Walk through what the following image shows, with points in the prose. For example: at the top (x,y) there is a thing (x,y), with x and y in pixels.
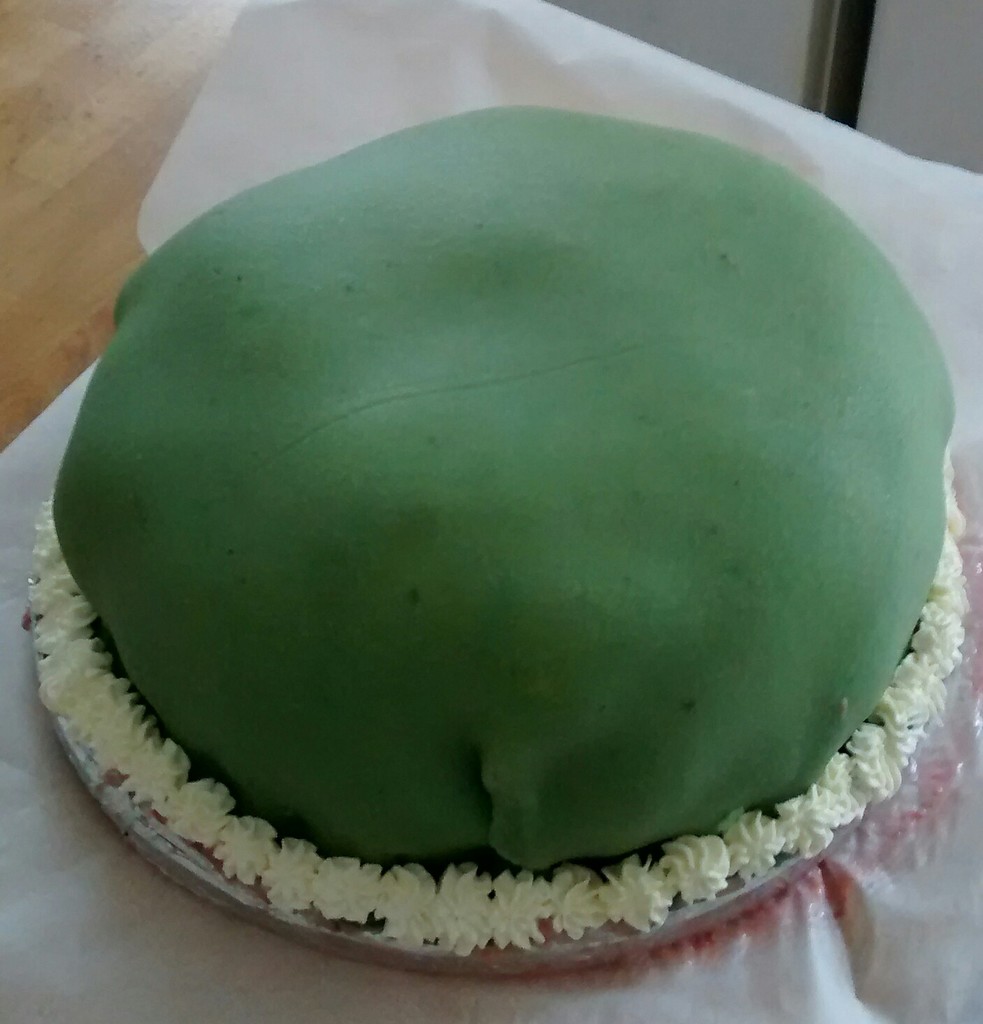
In this image I can see a green color object (521,629) and some other objects (138,834) on a white color cloth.
